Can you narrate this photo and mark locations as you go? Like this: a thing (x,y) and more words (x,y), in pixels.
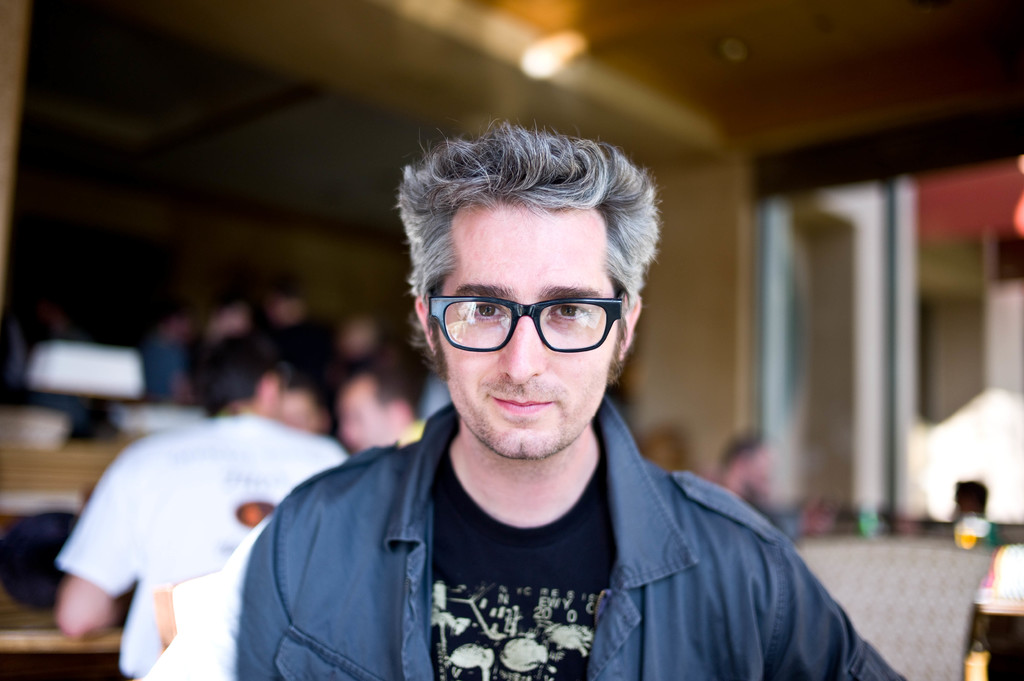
In this picture we can see a man (608,554) smiling in the front (541,563), he wore spectacles (559,349), in the background (309,353) there are some people (309,353), we can see a light (557,56) at the top of the picture (553,52), there is a blurry background (907,382).
